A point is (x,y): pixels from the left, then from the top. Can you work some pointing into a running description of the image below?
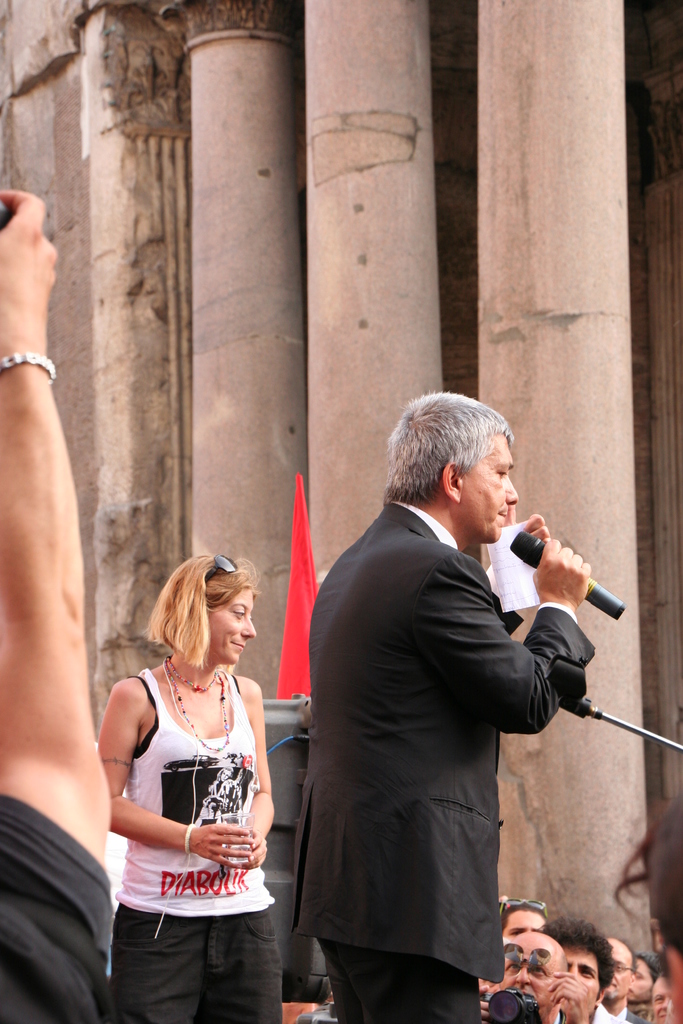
in this image i can see a person's hand (51,764) at the left (39,662). at the center (240,596) i can see a woman (173,802) wearing white t shirt (184,775). at the right (465,789) i can see a man (443,775) wearing a suit (434,750) and holding a microphone (527,555) in his hand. down there people (583,982) are watching him. behind them there is a building (349,244) with three pillars (578,264) and a red flag (295,591).
